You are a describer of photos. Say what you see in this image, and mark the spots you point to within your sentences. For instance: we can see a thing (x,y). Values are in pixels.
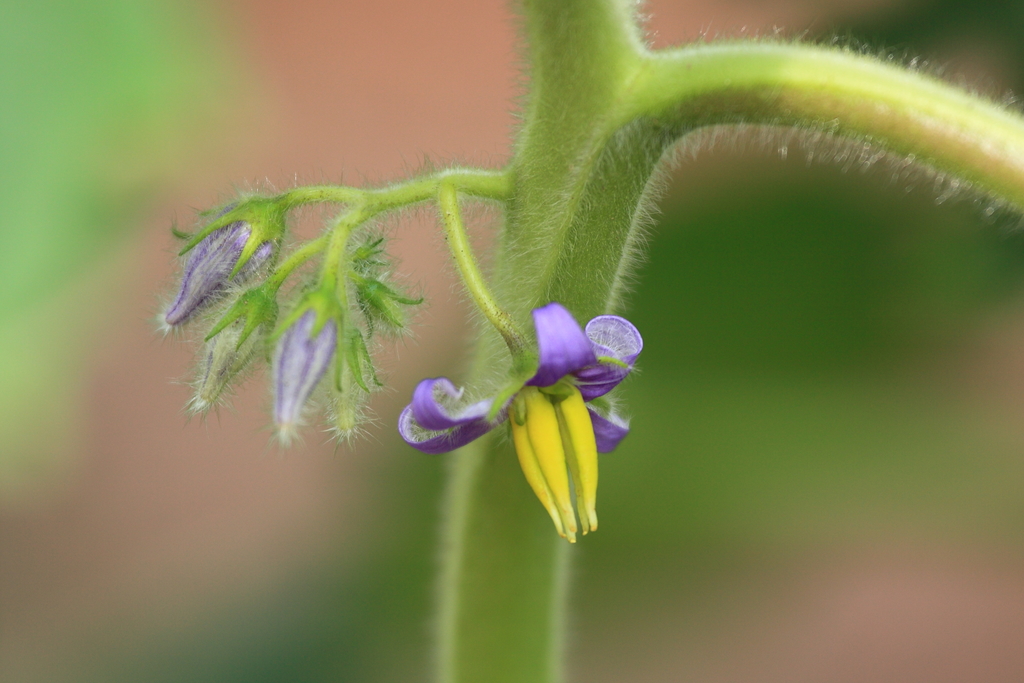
In this image we can see group of flowers (528,382) on the stem (471,185) of a plant (540,263).
